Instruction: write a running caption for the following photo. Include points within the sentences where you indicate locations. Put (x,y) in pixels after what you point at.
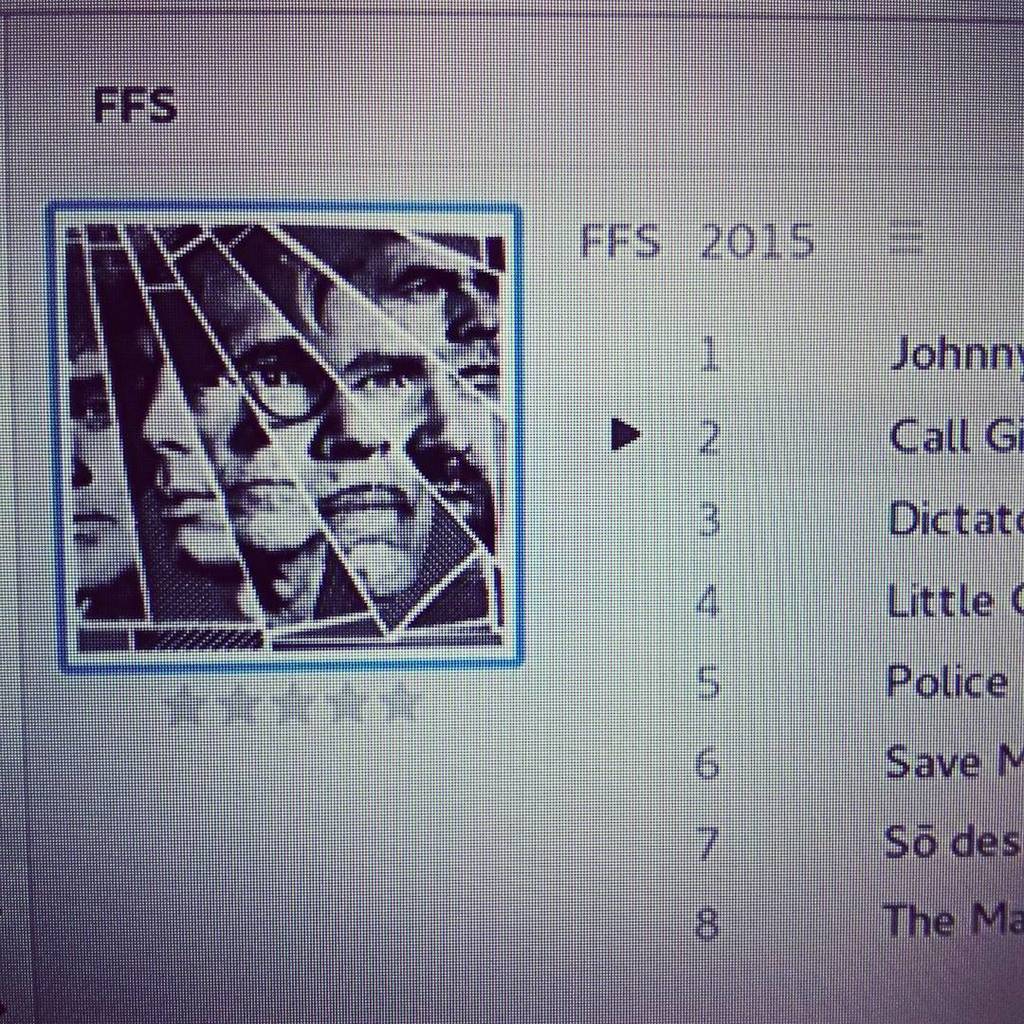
In this picture we can see a screen (804,440) with some listing (706,367) and cursor (620,426) pointing at number 2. On left side (102,223) we can see a collage image (144,434) of a man (165,478) with different shades and below the picture (304,496) we can see five stars (249,687).
